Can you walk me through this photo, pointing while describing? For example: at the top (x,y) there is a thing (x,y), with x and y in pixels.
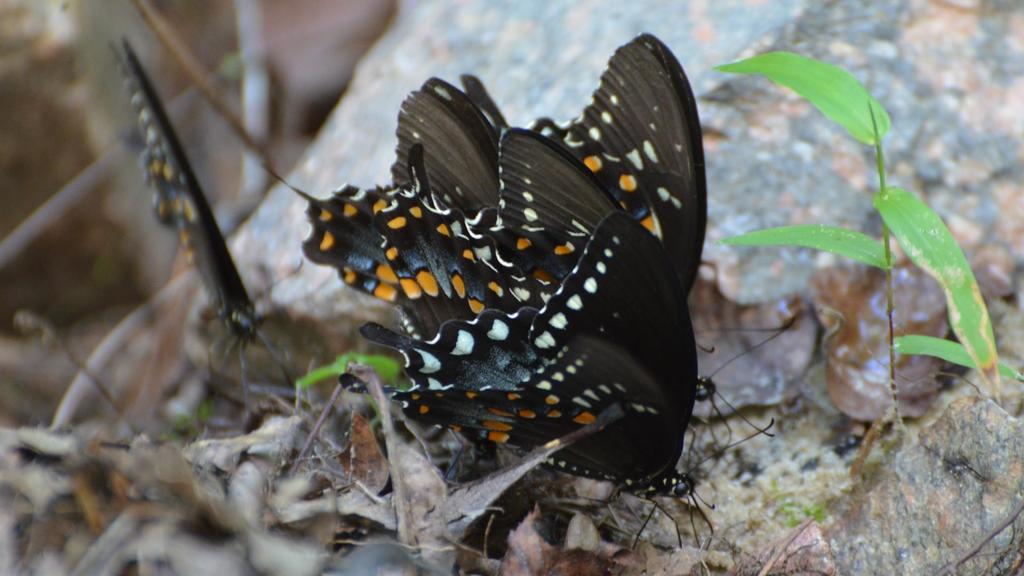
In this image I can see the butterflies (417,339) on the dried leaves (293,417). I can see these butterflies (471,317) are in black, white and brown color To the side I can see the plant (890,282) and the rocks (831,208). And there is a blurred background (87,134).
